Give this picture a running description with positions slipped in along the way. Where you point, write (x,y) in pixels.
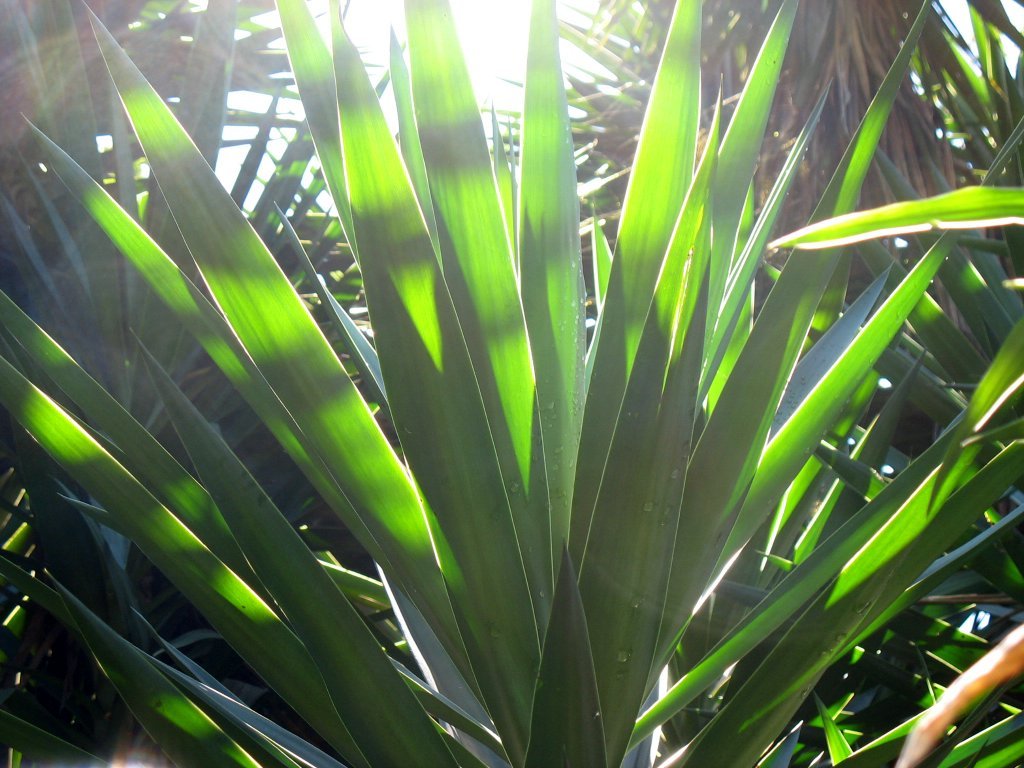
In this picture we can see a few green plants (445,187) throughout the image.
